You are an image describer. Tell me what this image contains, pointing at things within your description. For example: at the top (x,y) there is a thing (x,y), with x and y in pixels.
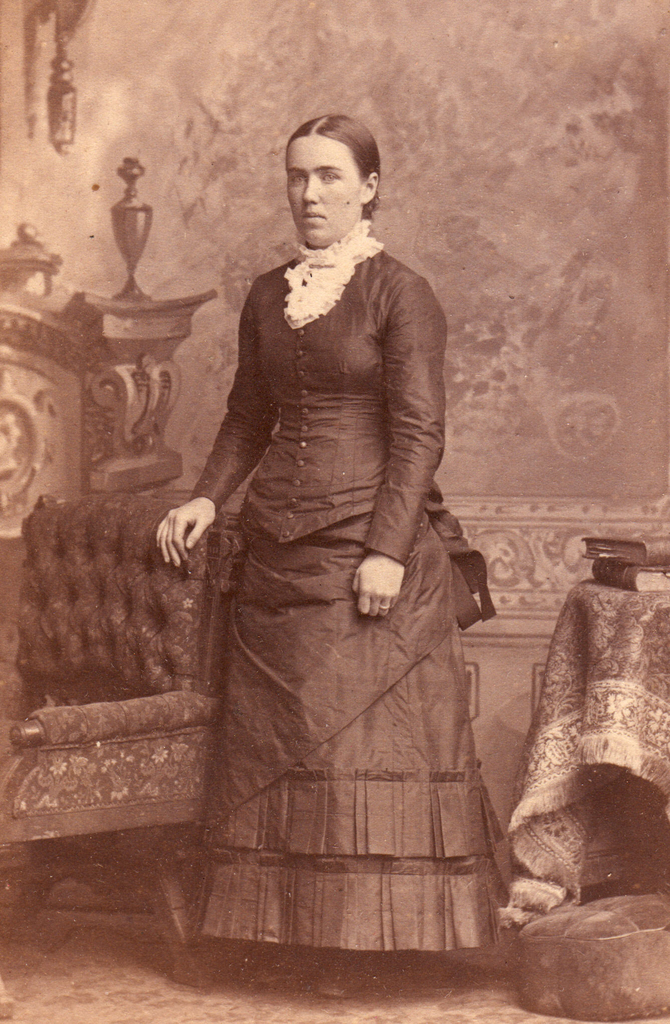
In this picture I can see a woman (270,572) standing, a chair (104,629) and I can see couple of books (599,559) on the right side (591,574) and a wall (216,193) in the background (153,179) and looks like a cushion (598,945) on the floor (511,959).
